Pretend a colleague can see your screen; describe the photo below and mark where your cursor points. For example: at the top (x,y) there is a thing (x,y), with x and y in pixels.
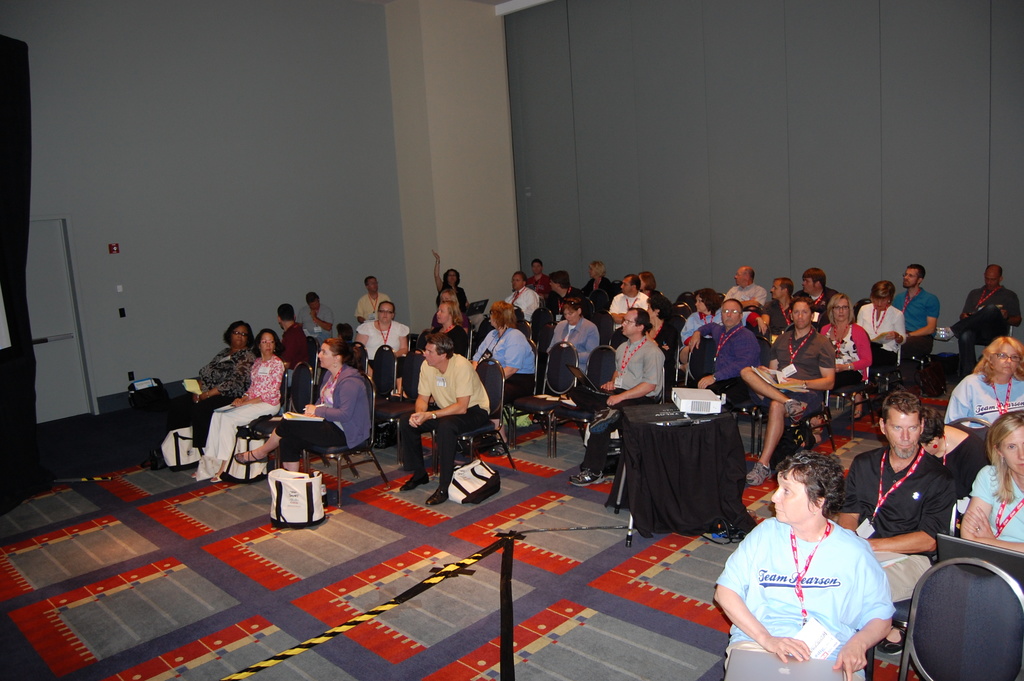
This image is clicked inside the hall (598,381). In the hall (508,386) there are so many people (504,349) who are sitting in the chairs (489,398) by wearing the id cards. In the middle (679,401) there is a projector (698,396) on the table (647,433). On the floor (427,526) there are white colour bags (304,494). In the background (230,99) there is a wall (600,120). In the middle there is a pillar (458,143). On the left side (40,321) there is a door (35,327). In the middle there is a rope (468,566) which is tied to the table (628,506).
